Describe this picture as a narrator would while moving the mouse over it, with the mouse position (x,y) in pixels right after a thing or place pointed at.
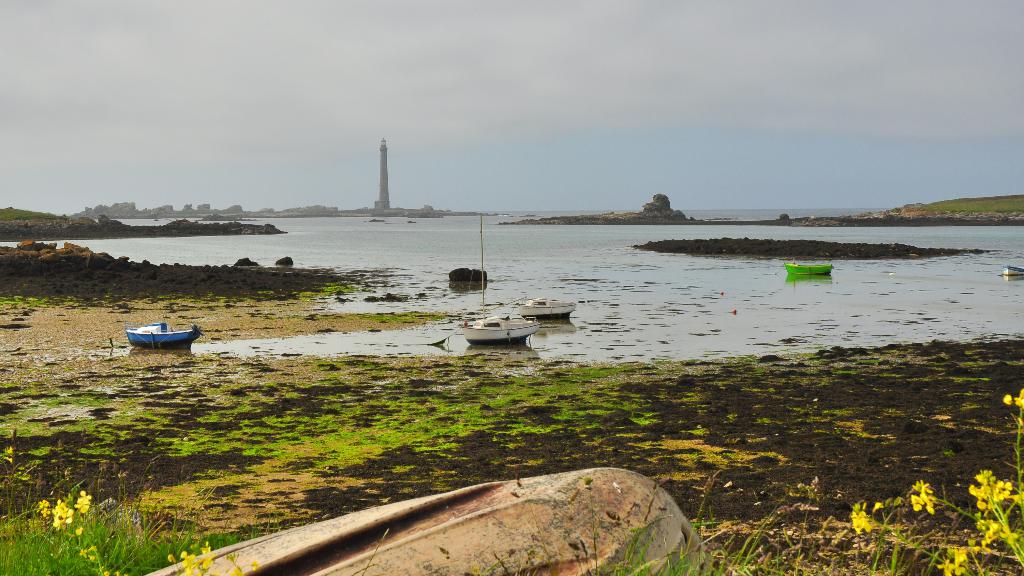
In this image in the front (84,528) there are flowers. In the center (591,323) there is water (687,344) and on the water (700,336) there are boats (184,331). In the background (161,214) there is a tower (387,183) and there are mountains (37,224) and the sky (468,97) is cloudy and in the center (581,217) there are rocks (623,218).
